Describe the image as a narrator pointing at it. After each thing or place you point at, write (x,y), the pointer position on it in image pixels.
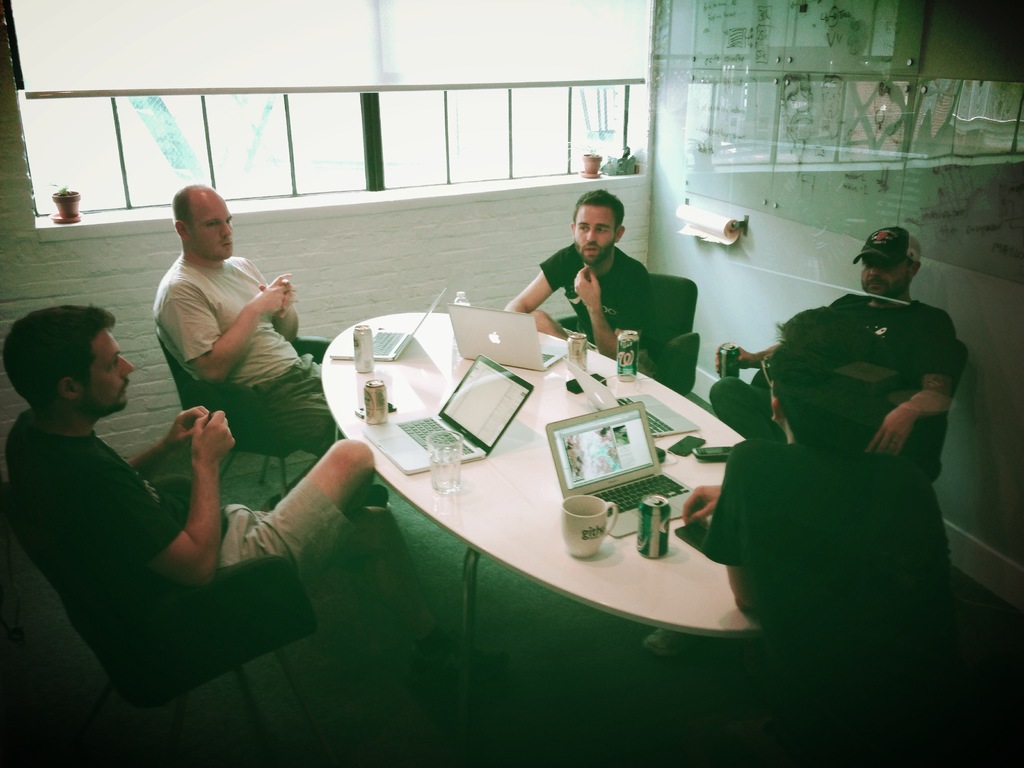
In the picture a group of men (212,329) sitting on chairs (180,396) around the table (498,544) in a room (554,100). There are coffee mugs (590,530), soft drinks (374,409), laptops (490,411) on the table (717,438). On right side wall (737,269) there is tissue roll (710,231) and glass sheet (868,157).
